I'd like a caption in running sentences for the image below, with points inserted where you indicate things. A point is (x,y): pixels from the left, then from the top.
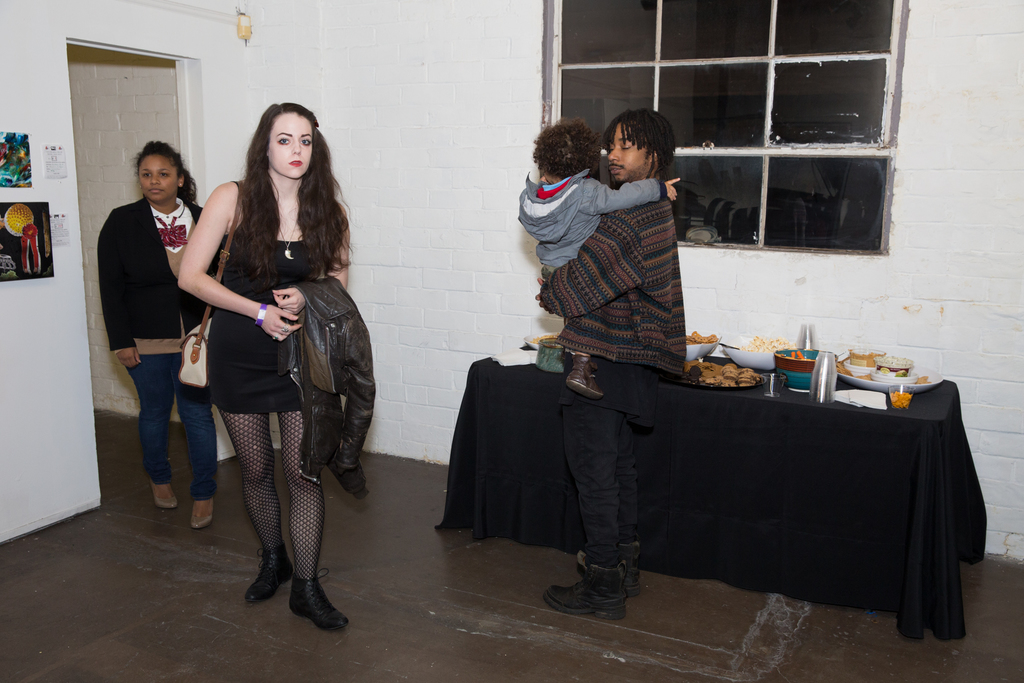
On the left (248,172) we can see two women (167,267) were standing and the front woman (281,330) she is holding jacket (331,374) and hand bag (204,385). In the center (591,294) we can see one man (609,265) holding baby (588,232). In front of him there is a table (850,408), on table (912,471) we can see food items (711,366). In the background (419,96) there is a wall (787,286), window (731,44), door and switch board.
